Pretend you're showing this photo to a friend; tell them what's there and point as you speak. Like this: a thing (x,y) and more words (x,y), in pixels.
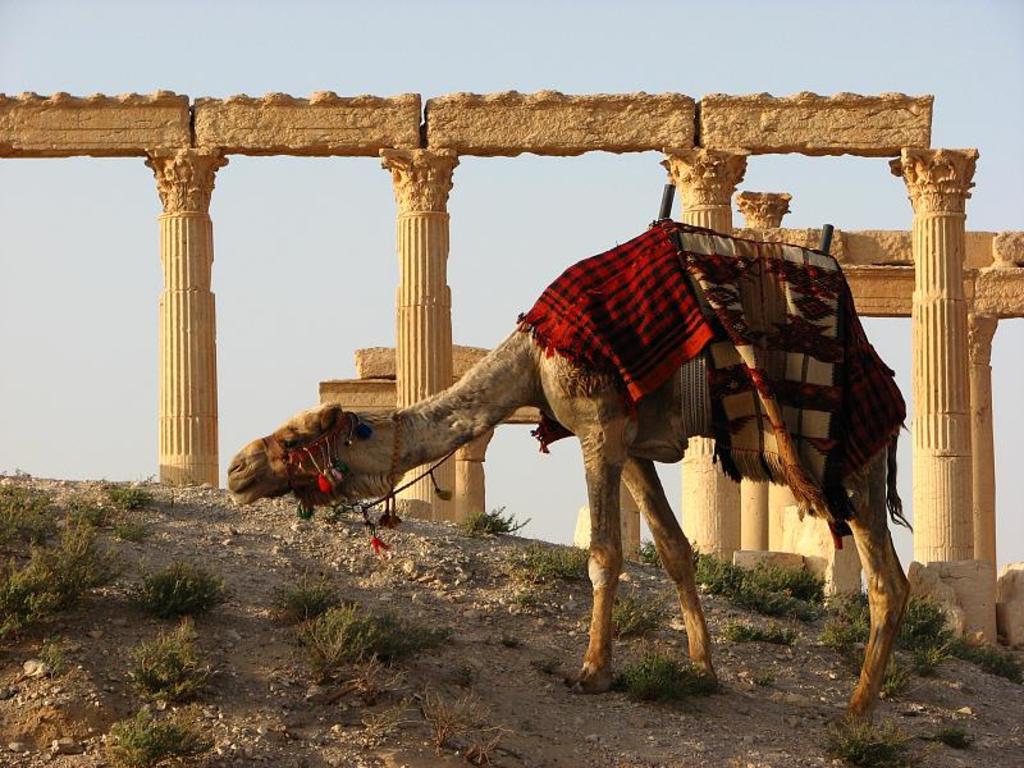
In this image I can see a camel (801,320) and colorful cloth (795,261) on it. Back I can see few pillars (945,157) in cream color. I can see the grass (429,641) and few small stones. The sky (461,62) is in blue and white color.
